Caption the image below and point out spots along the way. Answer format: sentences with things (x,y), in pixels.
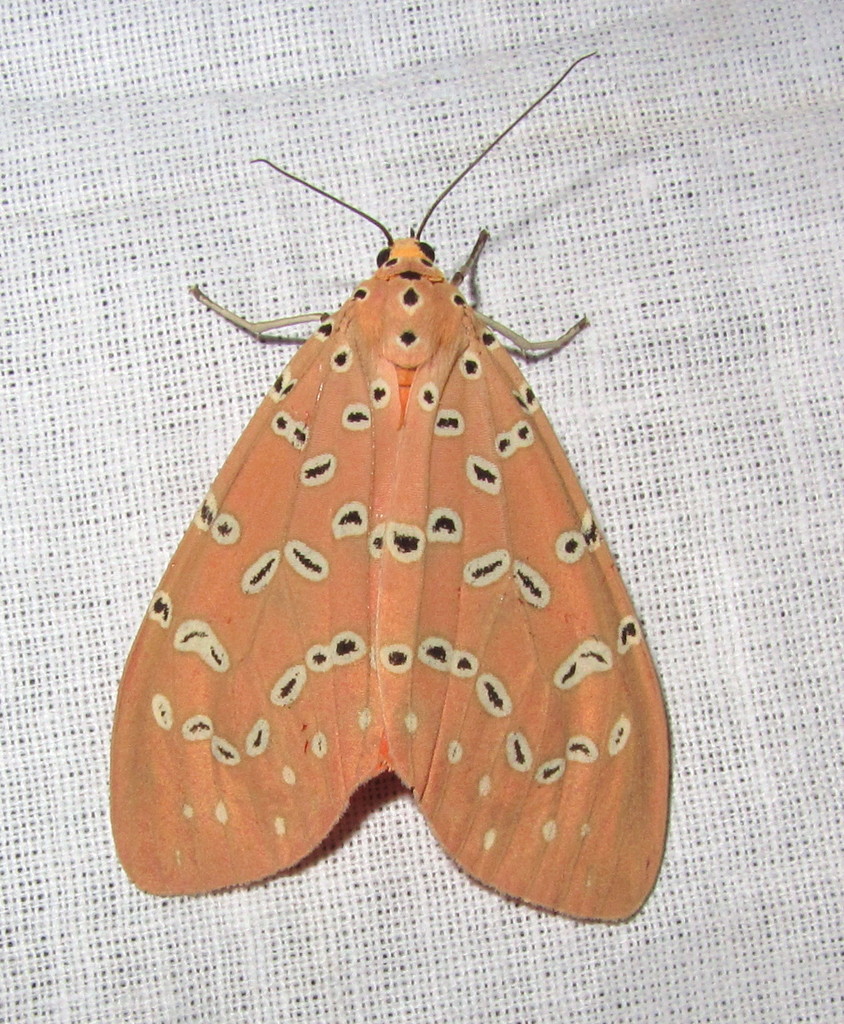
There is an Orange color butterfly (404,320) on the white color cloth (414,86). And the background (110,50) is white in color.
